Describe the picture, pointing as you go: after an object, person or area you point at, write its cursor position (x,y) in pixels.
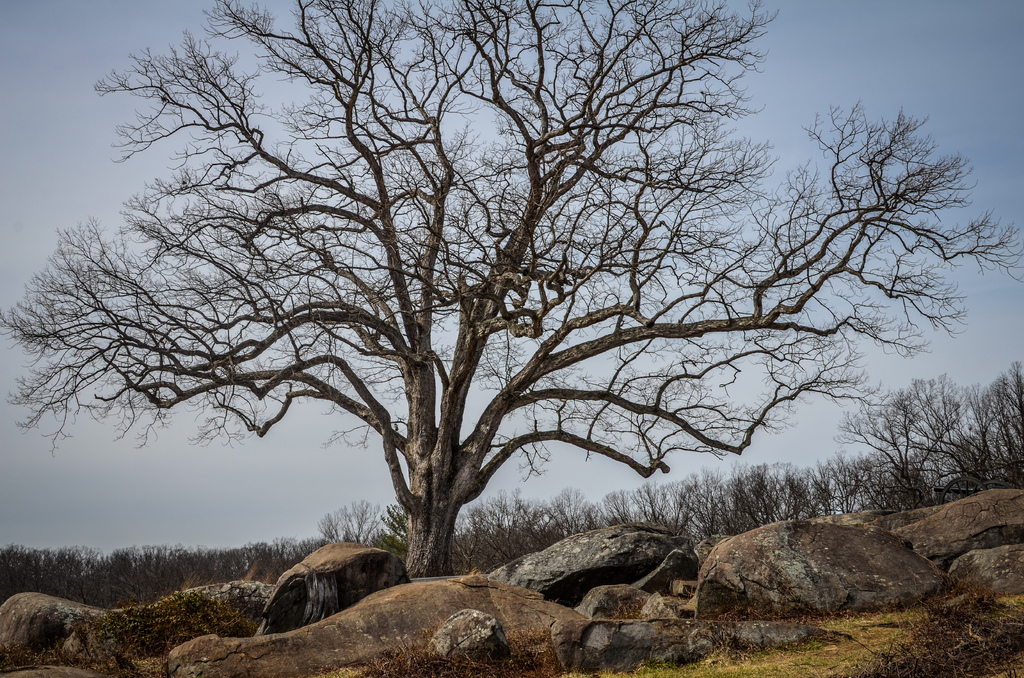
In this image I can see few stones (697,601). In the background (635,274) I can see few dried trees (756,359) and the sky (67,147) is in blue and white color.
